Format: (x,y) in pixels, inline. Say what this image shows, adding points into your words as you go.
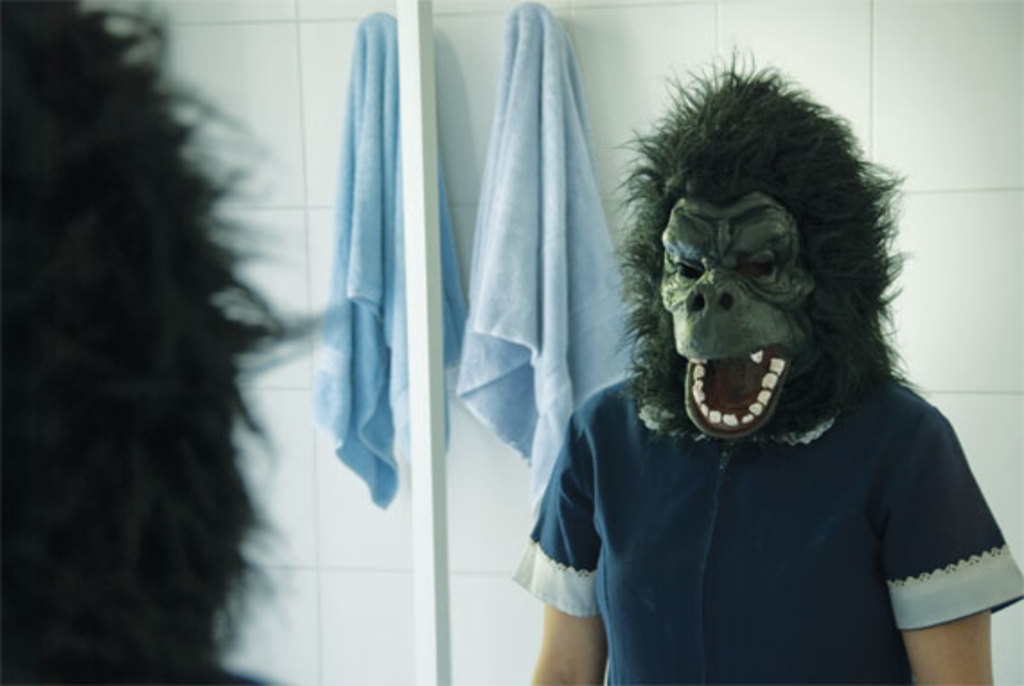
In the picture we can see a reflection (898,446) in the mirror (498,506) of a person (786,172) with gorilla mask (721,389) and behind the person (911,567) we can see two towels (508,181) on the wall (496,509).
